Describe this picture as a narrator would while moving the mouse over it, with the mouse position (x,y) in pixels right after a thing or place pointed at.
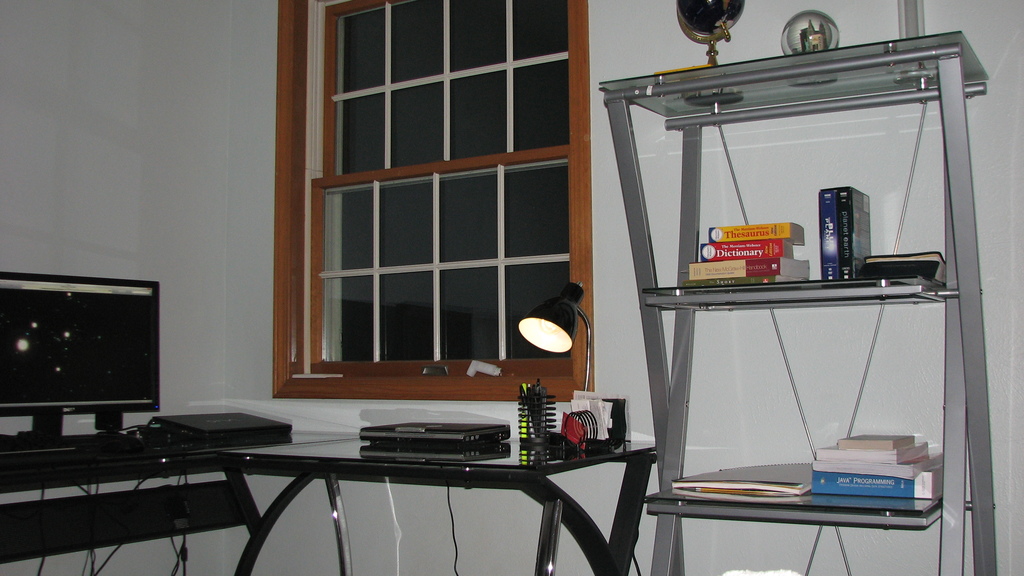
In this image, I can see a laptop (475,438), pens (528,428) in a pen stand (540,404), study lamp (563,310) and a paper holder (592,427) on a table (304,468). On the right side of the image (746,248), there are books (780,259) in the racks (747,510) and two objects (805,48) on top of a rack (733,107). On the left side of the image (60,433), I can see a monitor (116,356) and few other objects (98,447) on the desk (34,520) and there are wires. In the background (383,344), I can see a window (296,181) and a wall (151,151).
